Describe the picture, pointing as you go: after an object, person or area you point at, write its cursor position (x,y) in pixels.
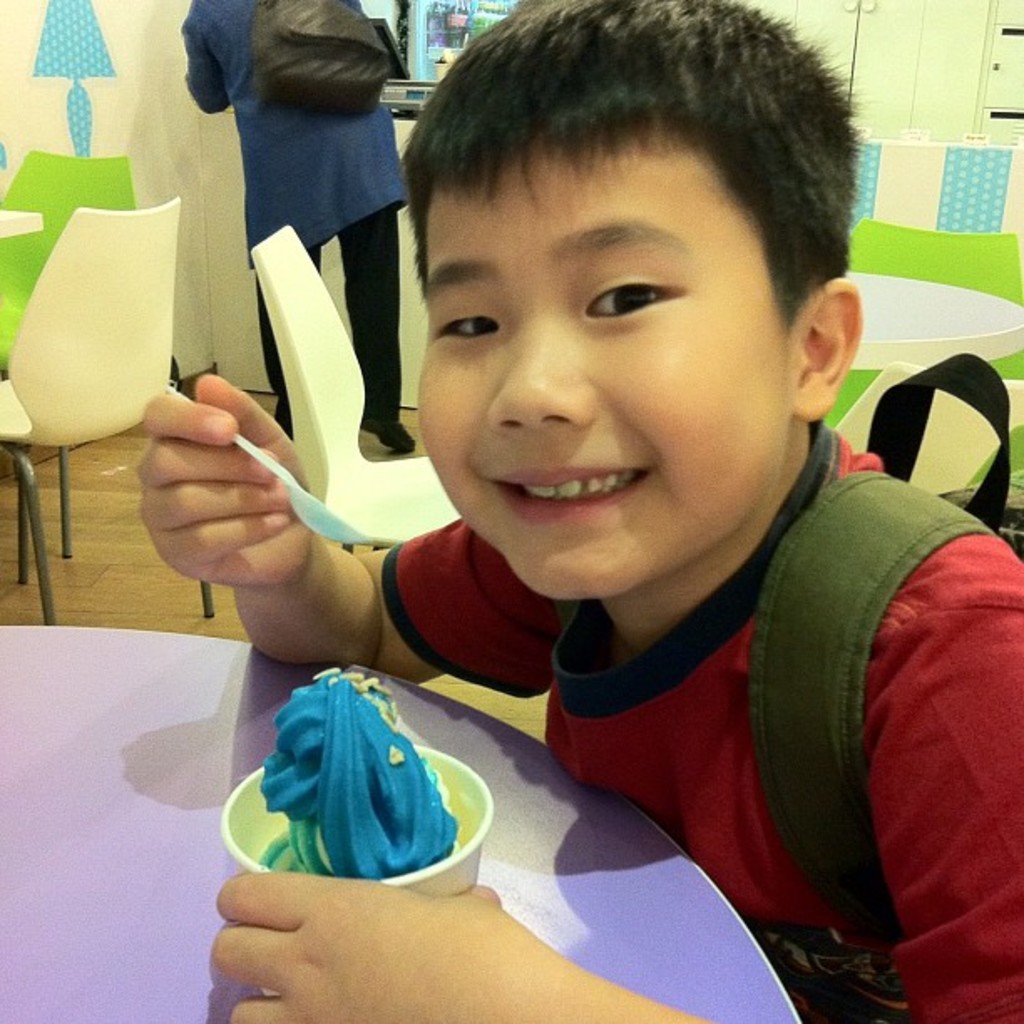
In this image I can see two persons (706,582) on the floor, chairs (39,415), table (251,757) and a person (397,659) is holding an ice cream cup (487,809) and spoon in hand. In the background (1023,52) I can see a wall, cabinet (948,8) and so on. This image is taken may be in a restaurant (324,657).
